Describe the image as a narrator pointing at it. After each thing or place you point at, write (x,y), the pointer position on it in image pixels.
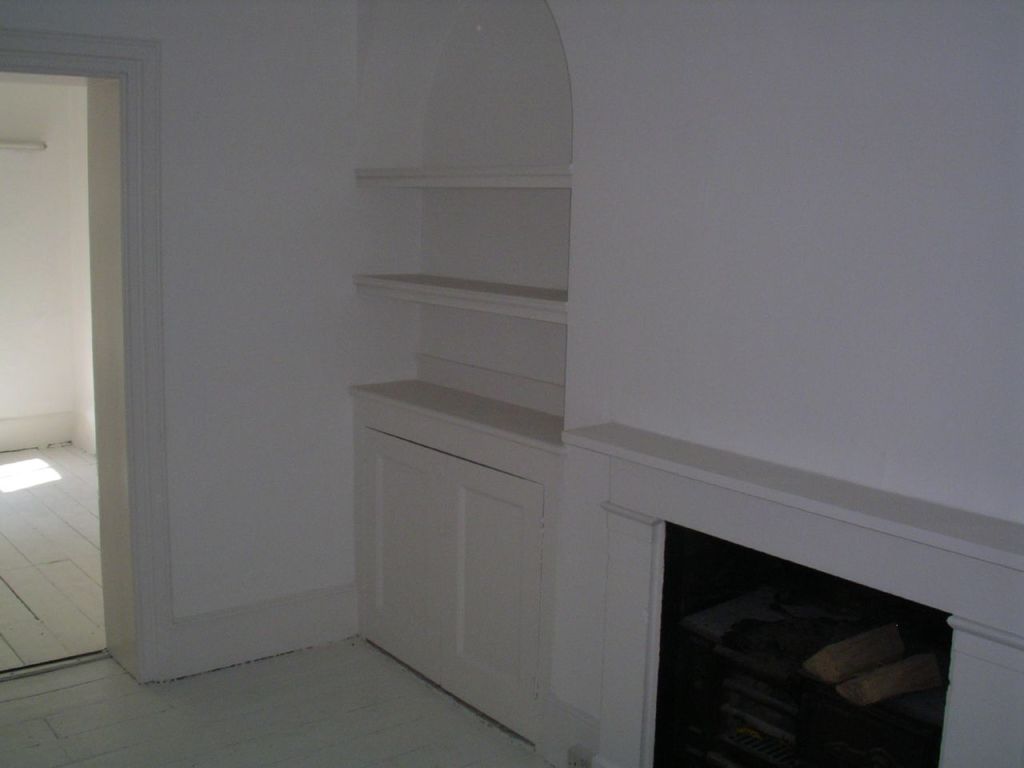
In this image I can see wall (820,332) in white color. I can also see few shelves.
